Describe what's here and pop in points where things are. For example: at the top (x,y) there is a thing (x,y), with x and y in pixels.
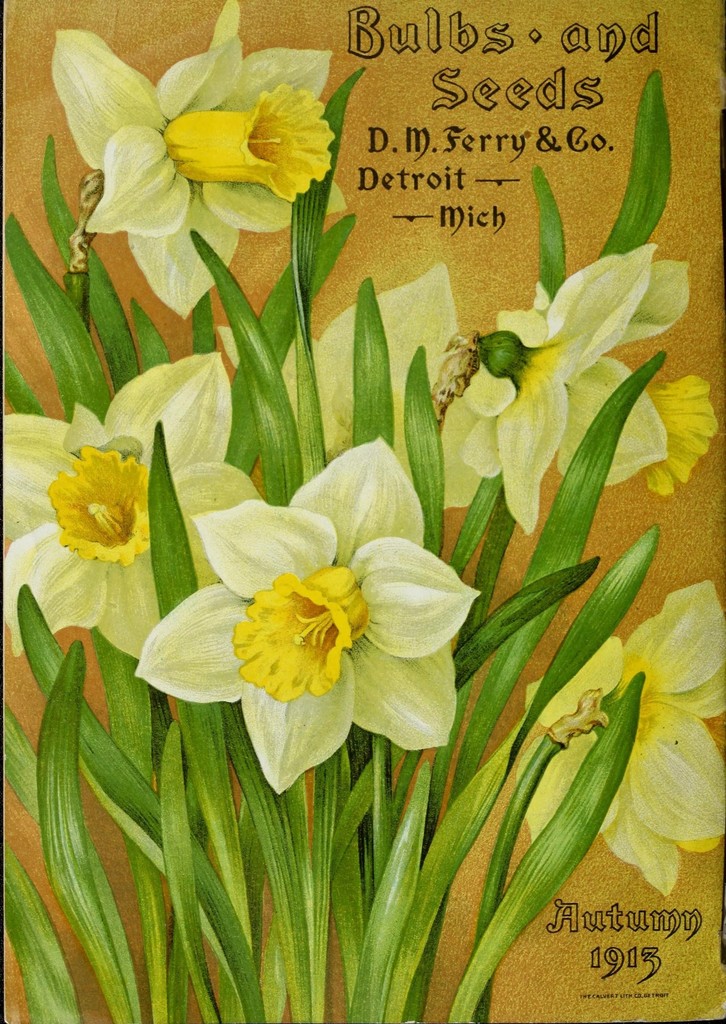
In this image we can see a poster (252,615), on the poster (256,481), there are some plants (253,609) with flowers (238,621) and text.
